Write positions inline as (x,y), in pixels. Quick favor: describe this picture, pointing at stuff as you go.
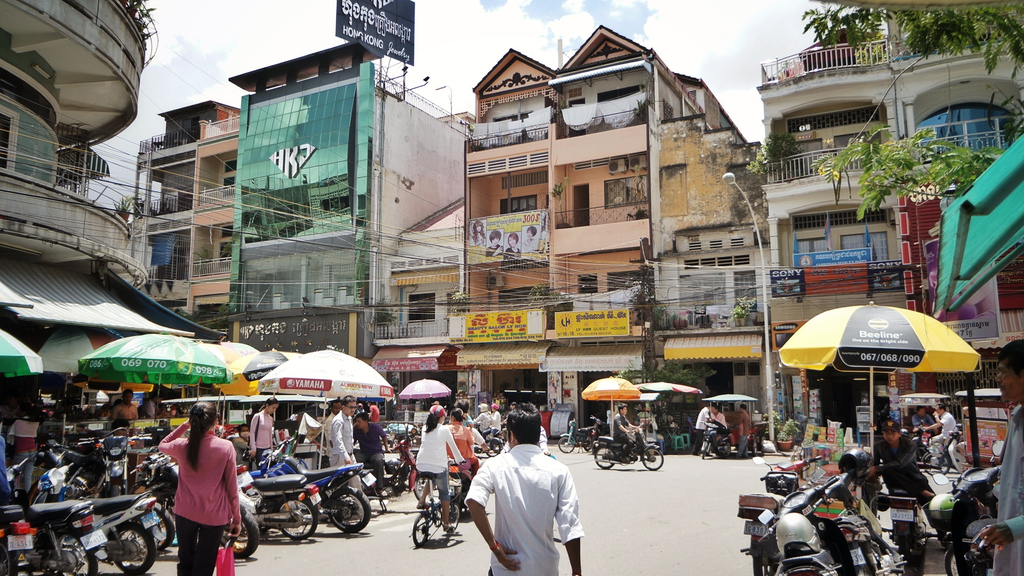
In this image we can see a few buildings (539,376), there are some vehicles (301,516), umbrellas (253,369), lights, grille (825,151), trees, people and boards (529,330) with some text (515,328), in the background (456,101), we can see the sky (443,31) with clouds (746,14).
